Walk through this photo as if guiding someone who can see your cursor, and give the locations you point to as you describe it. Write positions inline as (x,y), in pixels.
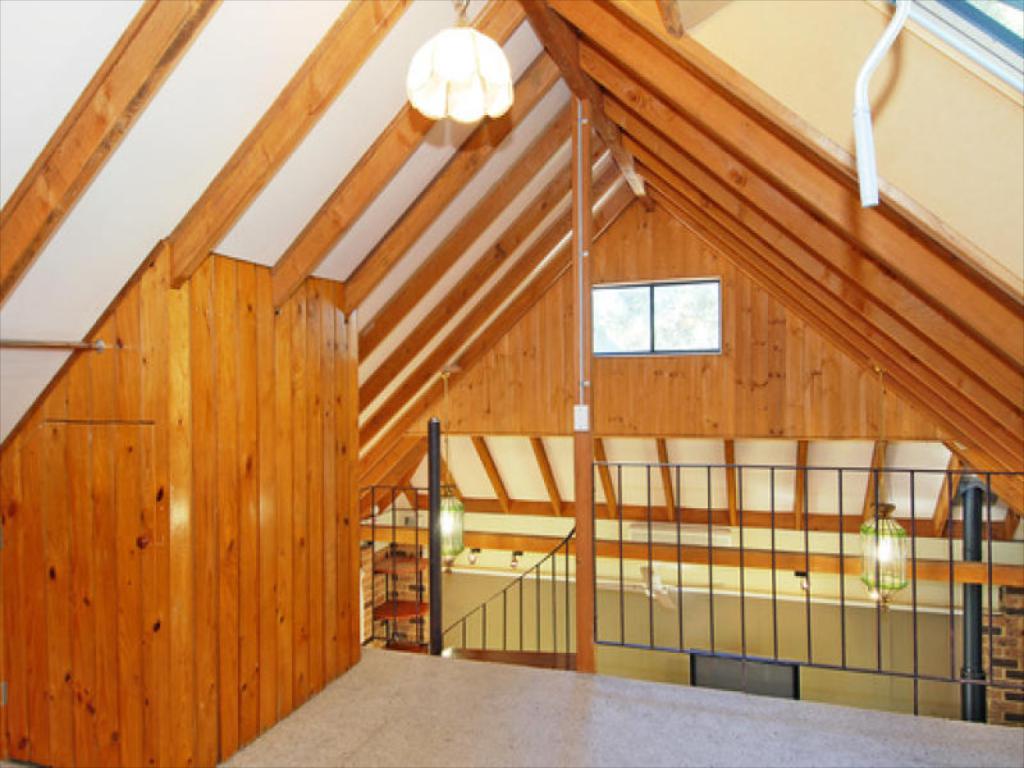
In this picture I can see the room (770,616). At the top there is a lamp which is hanging from the roof (543,51) of the building (524,79). In the center (650,489) I can see the fencing (717,578). In the back (640,300) there is a window (660,300). Through the window (685,321) I can see the trees (668,327).
